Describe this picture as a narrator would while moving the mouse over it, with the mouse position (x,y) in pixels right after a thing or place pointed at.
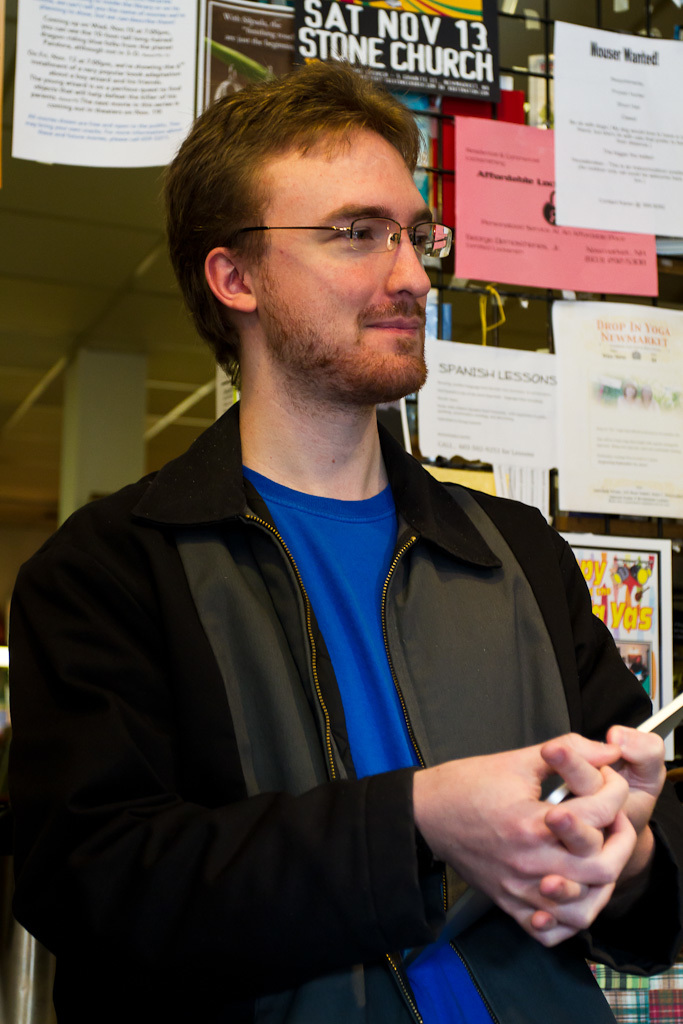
In this picture we can see a person (305,707), he is wearing a spectacles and holding an object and in the background (153,341) we can see a pillar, rod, posters (677,416), roof (166,341) and some objects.
